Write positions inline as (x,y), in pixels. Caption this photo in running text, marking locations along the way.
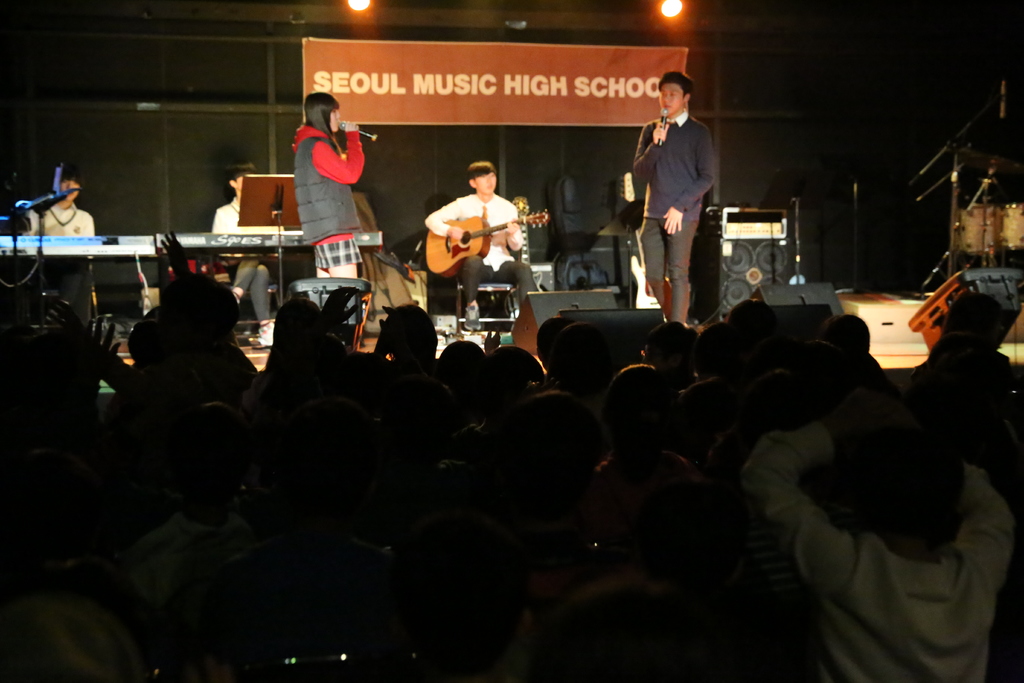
This is a picture taken in stage performance. In the foreground (345,291) there are crowd (447,577) cheering. In the background (626,55) there is a banner (526,90). On the stage (447,210) in the center (492,253) there is a man (514,241) seated and playing guitar (529,220). To the right (686,99) there is a person (674,115) standing and singing. To the left (312,160) there is a woman (344,196) standing and singing. On the left (192,237) there are two persons (233,228) playing pianos (77,244). To the right (765,241) there are speakers (759,245). On the top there are lights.
